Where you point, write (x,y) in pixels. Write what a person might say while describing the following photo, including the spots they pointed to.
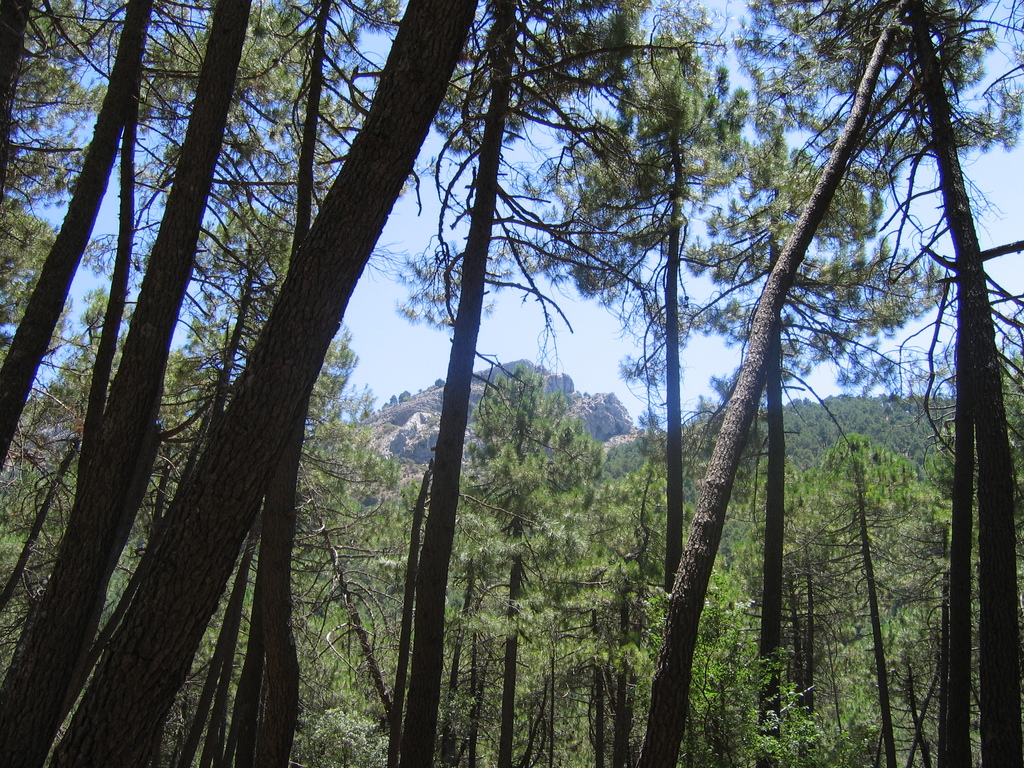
In this image we can see trees (504,438), hills (795,410) and sky (449,199).
